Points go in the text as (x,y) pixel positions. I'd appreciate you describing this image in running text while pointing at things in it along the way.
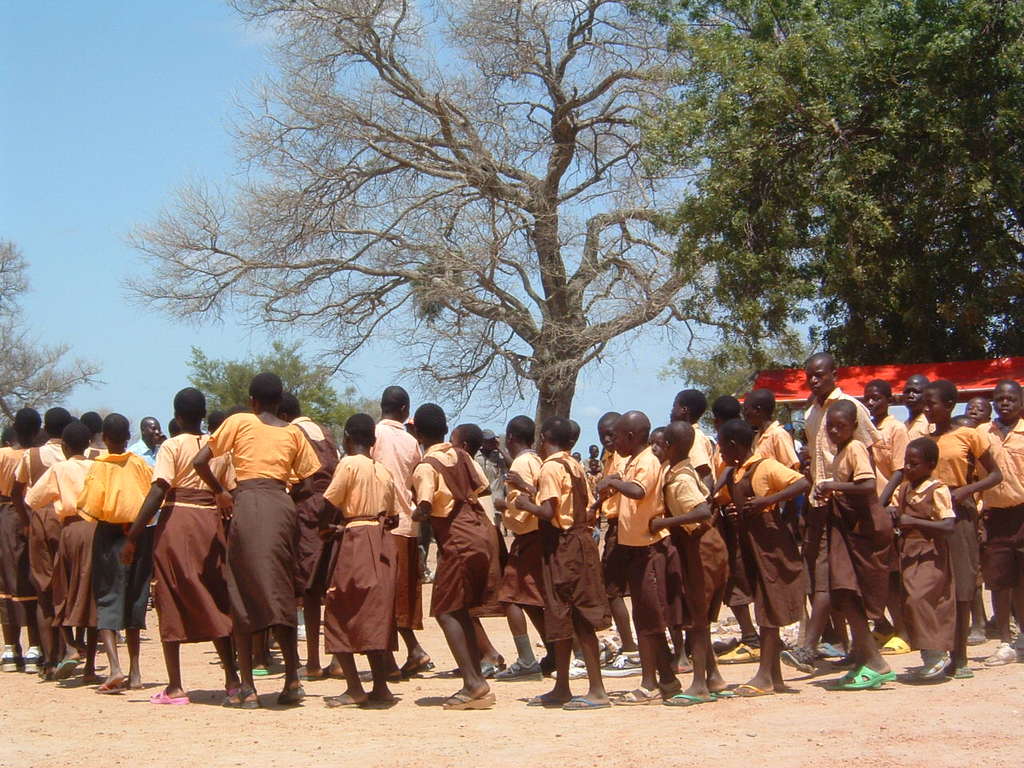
In this image there are people (446,537) with uniform (412,546) and there are on the sand (263,730). In the background (808,26) there are many trees (796,241) and there is also a red color roof (950,372) for shelter (983,374). Sky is also visible.
